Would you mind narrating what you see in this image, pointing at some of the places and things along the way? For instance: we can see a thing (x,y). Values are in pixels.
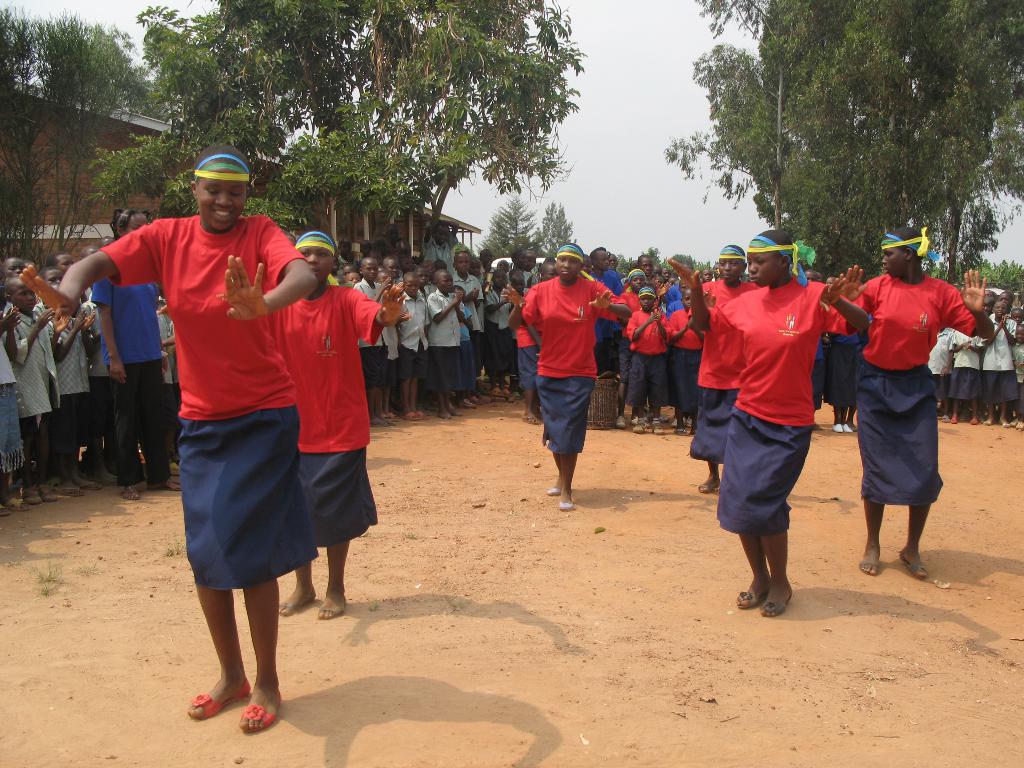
In this picture I can see there are a few people (267,618), they are wearing blue skirts (241,439), red shirts (364,441), hair band (221,174) and they are dancing. There are few kids (14,505) standing around them and there is a building (125,128) on the left side (57,139) and there are few trees (983,144) and the sky (636,143) is clear.
